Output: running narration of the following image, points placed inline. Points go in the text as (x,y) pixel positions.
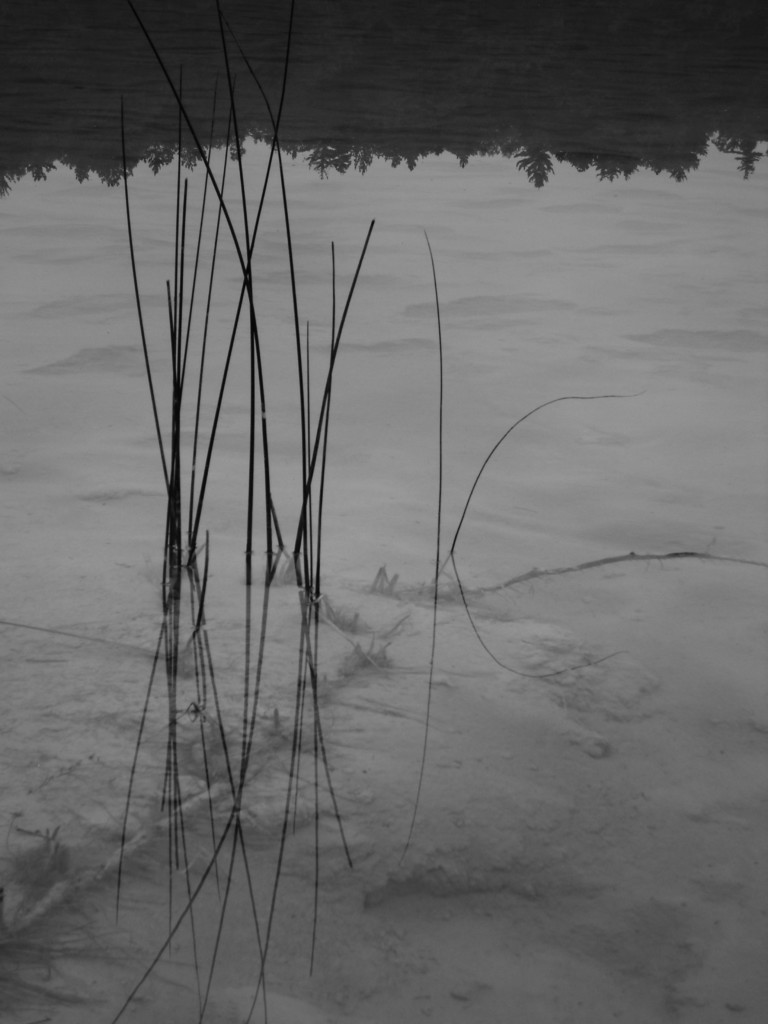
In this image I can see the water (579,595), on the water (594,281) I can see the reflection (556,124) of trees (634,170). I can see few black colored objects (369,236) in the water (300,327).
